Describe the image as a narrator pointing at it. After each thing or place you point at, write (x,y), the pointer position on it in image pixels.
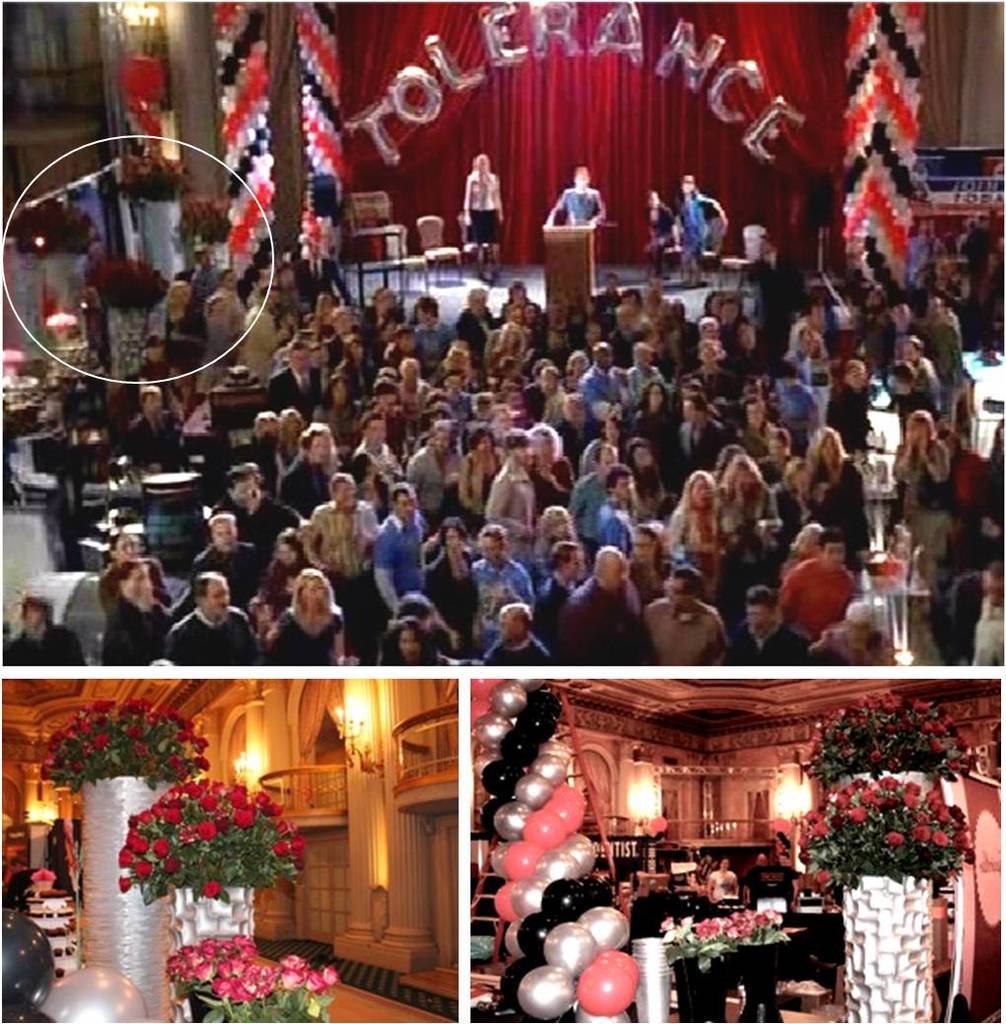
In this image we can see a group of people (976,587) standing on the floor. Here we can see four persons (571,215) on the stage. Here we can see a person (590,223) standing in front of a wooden podium (555,228). Here we can see the chairs (397,255) on the stage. In the background (513,139), we can see the red cloth (555,120). Here we can see the flowers (262,1022) on the bottom left side (253,866). Here we can see the lighting arrangement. Here we can see the balloons (501,866). Here we can see the flowers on the bottom right side (835,748) as well.
